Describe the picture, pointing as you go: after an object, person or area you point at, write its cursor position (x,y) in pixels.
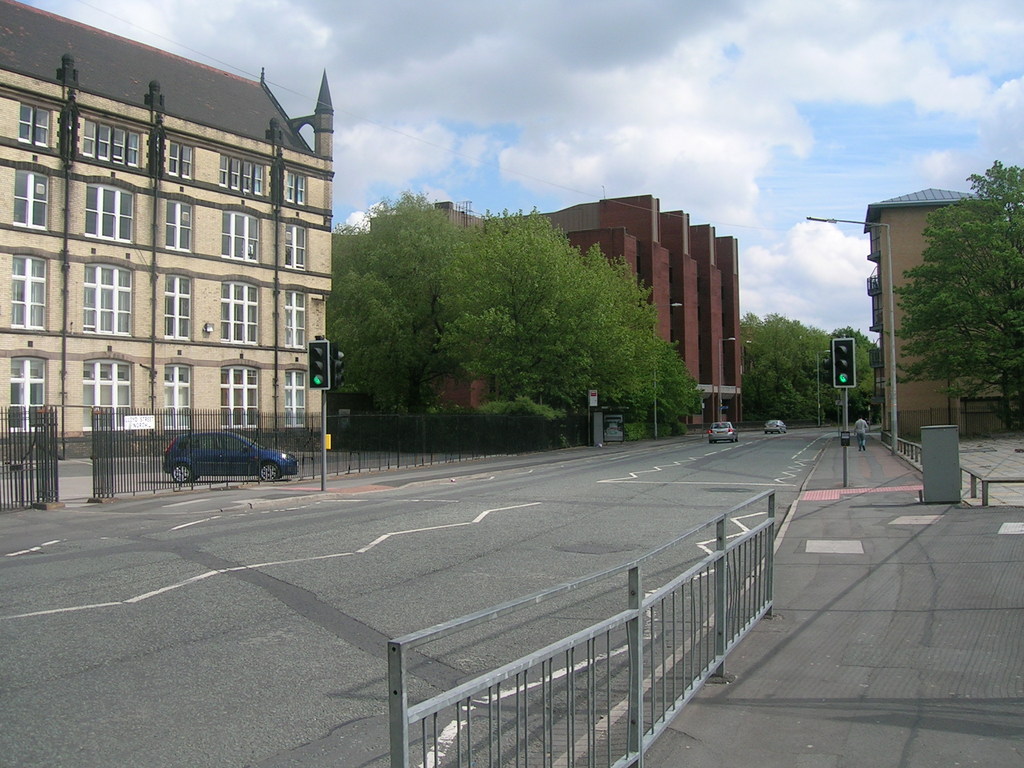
In the left side (270,454) it's a car (288,463) is parked on the road (323,507), this is a building (212,264). In the middle (626,383) there are trees (775,319), in the right side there are traffic signals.
